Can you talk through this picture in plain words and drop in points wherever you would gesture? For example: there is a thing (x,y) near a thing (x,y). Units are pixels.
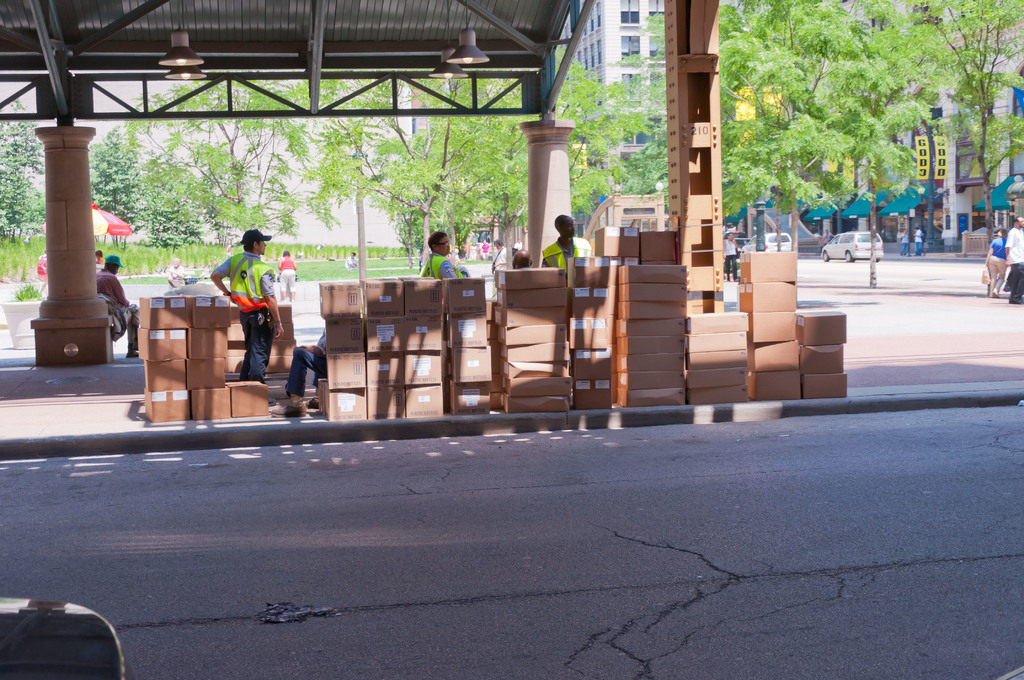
There is a road (501,561). Near to the road (470,448) there are many cardboard boxes (502,324). Also there is a shed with pillars (712,266). There are many people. In the background (354,219) there are trees (518,184), vehicles (848,238) and buildings (624,42).
